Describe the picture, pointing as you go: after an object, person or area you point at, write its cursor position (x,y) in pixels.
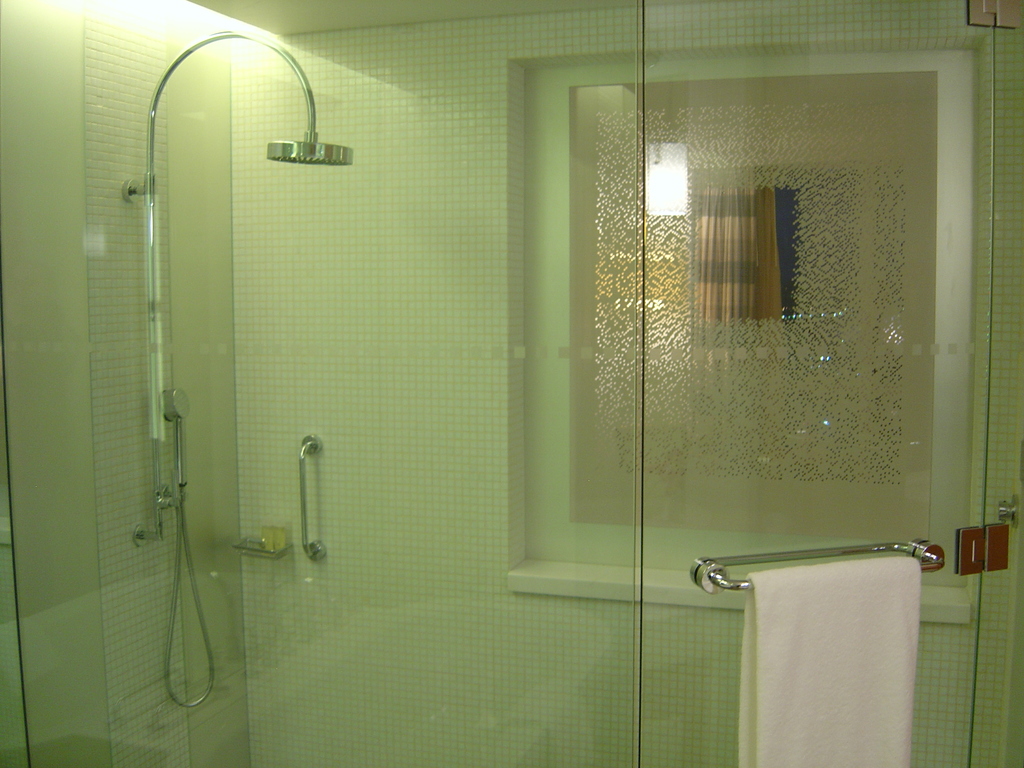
This picture describes about the bathroom (326,698), at the right side (832,676) we can see a white color towel (841,635) and we can see a shower (150,353).
